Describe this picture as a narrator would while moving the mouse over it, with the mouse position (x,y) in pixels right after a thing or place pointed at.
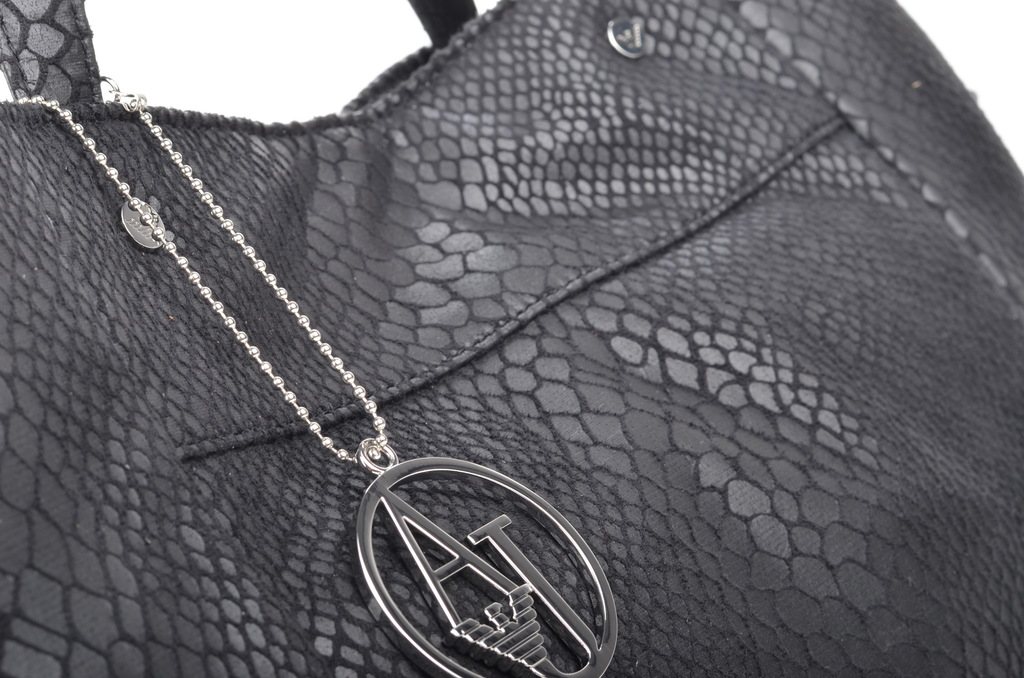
We can see black color bag (191,296) attached with chain (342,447).
